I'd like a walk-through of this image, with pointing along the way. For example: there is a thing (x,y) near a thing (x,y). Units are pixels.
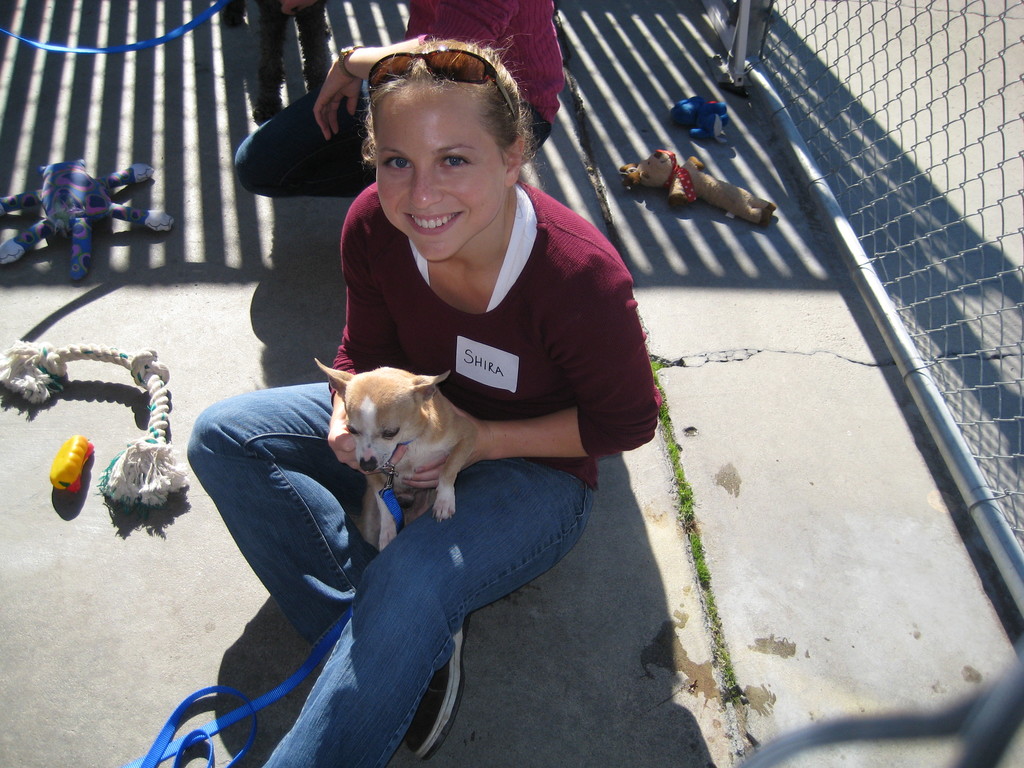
In this picture there is a woman (506,165) who is holding a dog (431,444). She is sitting on the floor (580,543) near to the fencing (1001,308). At the top (349,77) I can see another woman (412,45) who is wearing t-shirt (471,31), trouser (294,170) and watch (352,75). Beside her I can see the ropes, toys (648,177) and other objects (652,168).
